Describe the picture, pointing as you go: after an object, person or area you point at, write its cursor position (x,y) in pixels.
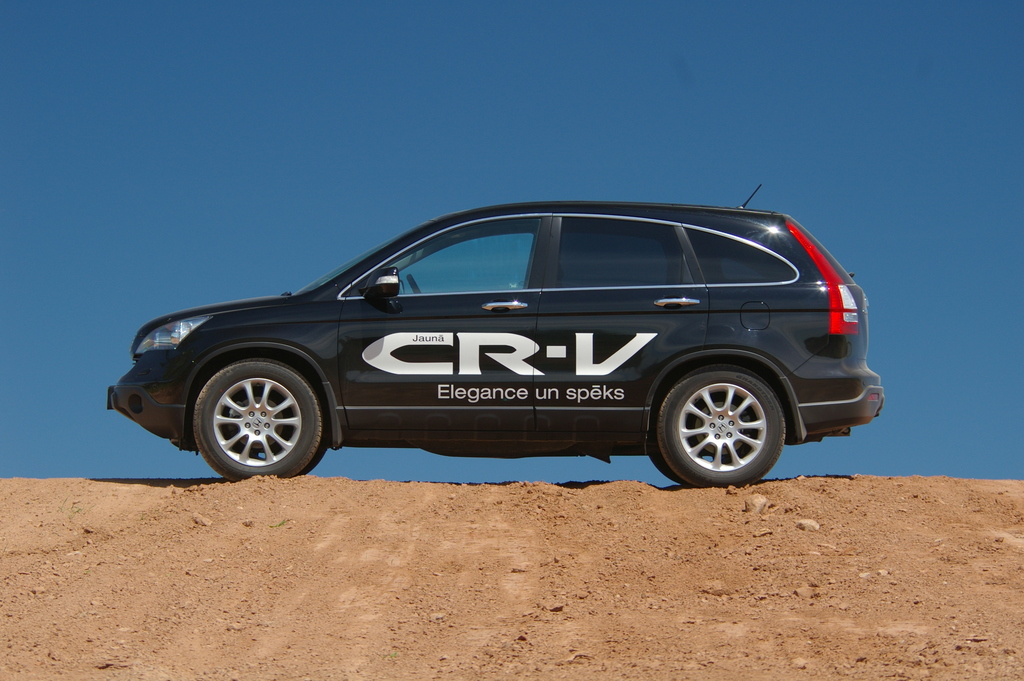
In the picture we can see a car (397,424) on the mud surface (323,591), the car (411,412) is black color and name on it CR-V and behind the car (515,384) we can see the sky (477,86) which is blue in color.
